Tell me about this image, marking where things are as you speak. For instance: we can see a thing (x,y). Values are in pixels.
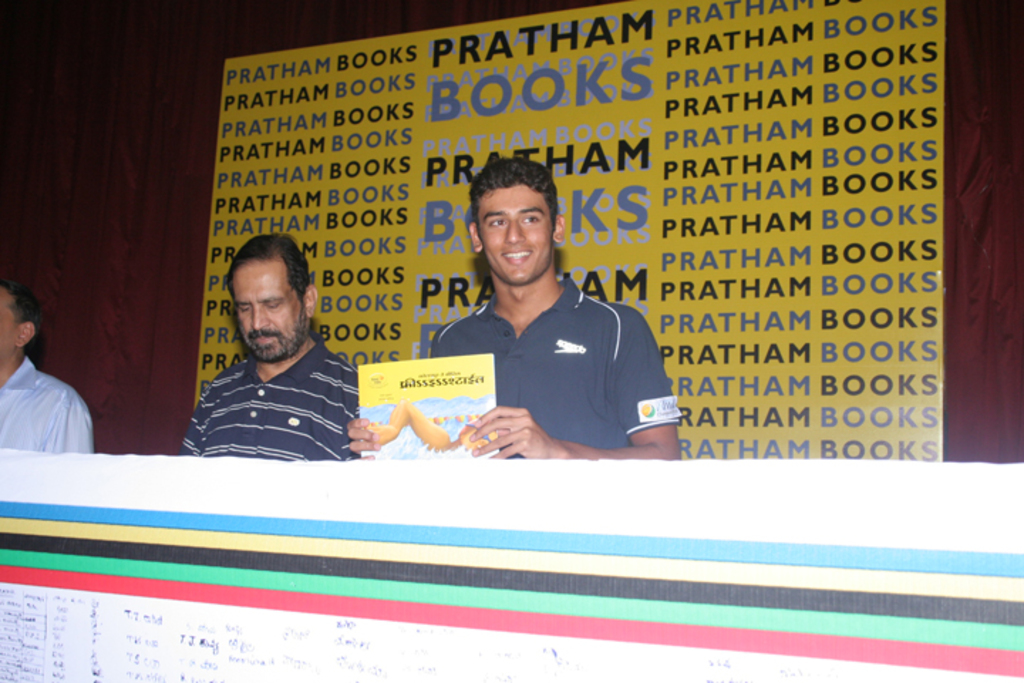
In this image we can see three persons (349,364), there is a banner (215,573) in front of them, a person (501,321) is holding an object (437,424) looks like a board (455,382) and there is a poster (730,131) with text (430,169) on the wall (198,222) in the background (827,257).
